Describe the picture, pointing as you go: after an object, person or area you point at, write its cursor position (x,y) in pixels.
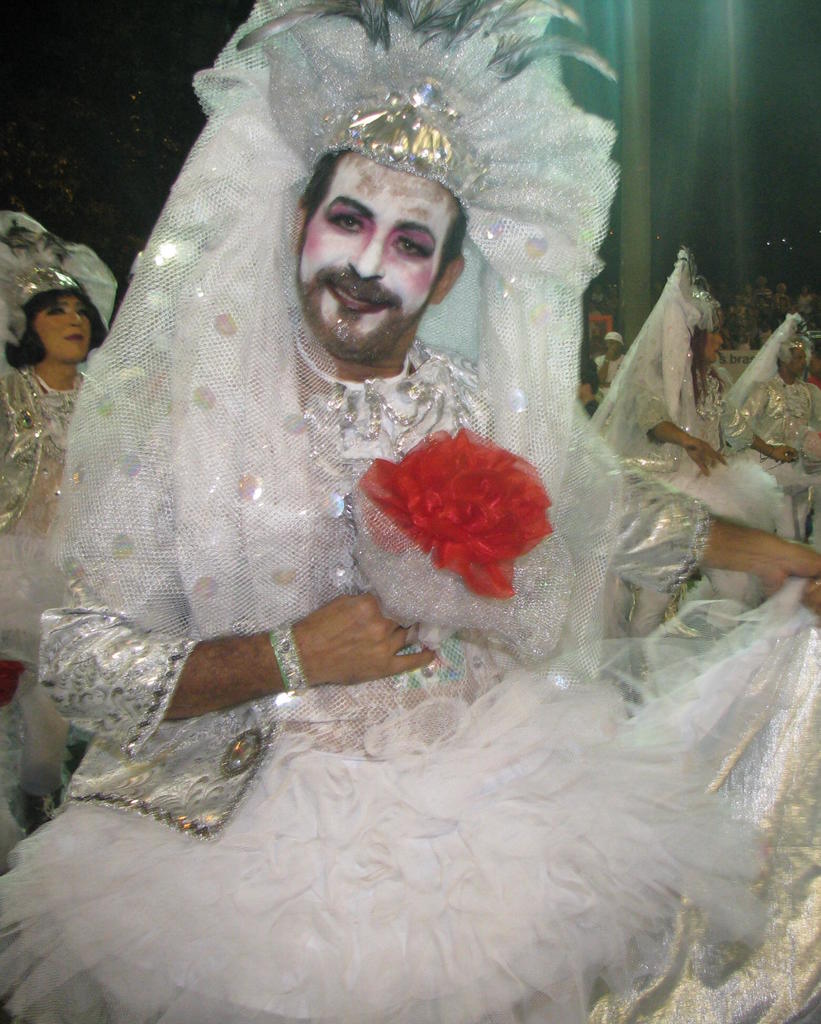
In the foreground of this picture (430,553) we can see a man (314,319) wearing a crown (442,167), white color frock (319,460) and holding some object (465,554) and seems to be dancing. In the background (738,421) we can see the group of persons (45,396) wearing white color dresses (687,399) and seems to be dancing and we can see the group of persons (754,305) and some other objects (630,220).
